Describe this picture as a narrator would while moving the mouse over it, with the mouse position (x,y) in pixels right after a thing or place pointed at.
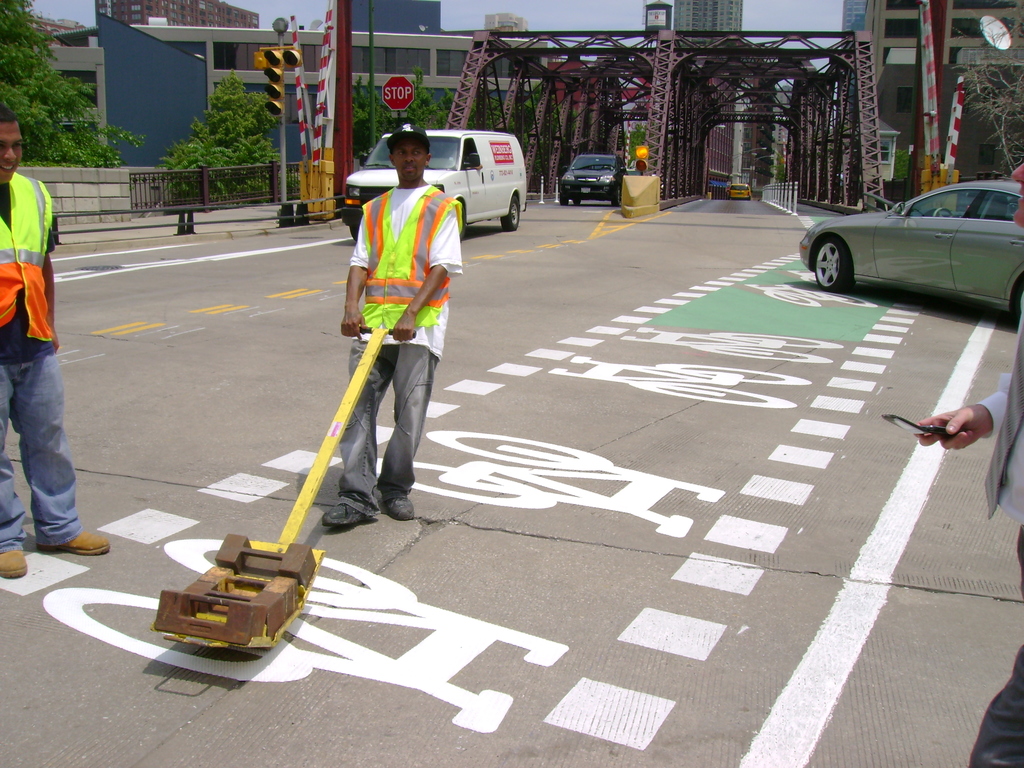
In this image we can see people (398,130) standing on the road (308,390) and one of them is holding a trolley (281,545) in the hands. In the background (622,97) there are iron grills (583,78), sign boards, motor vehicles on the road (886,355), trees (235,127), fences (225,167), buildings (147,160), traffic pole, traffic signals (270,62) and sky (256,6).
